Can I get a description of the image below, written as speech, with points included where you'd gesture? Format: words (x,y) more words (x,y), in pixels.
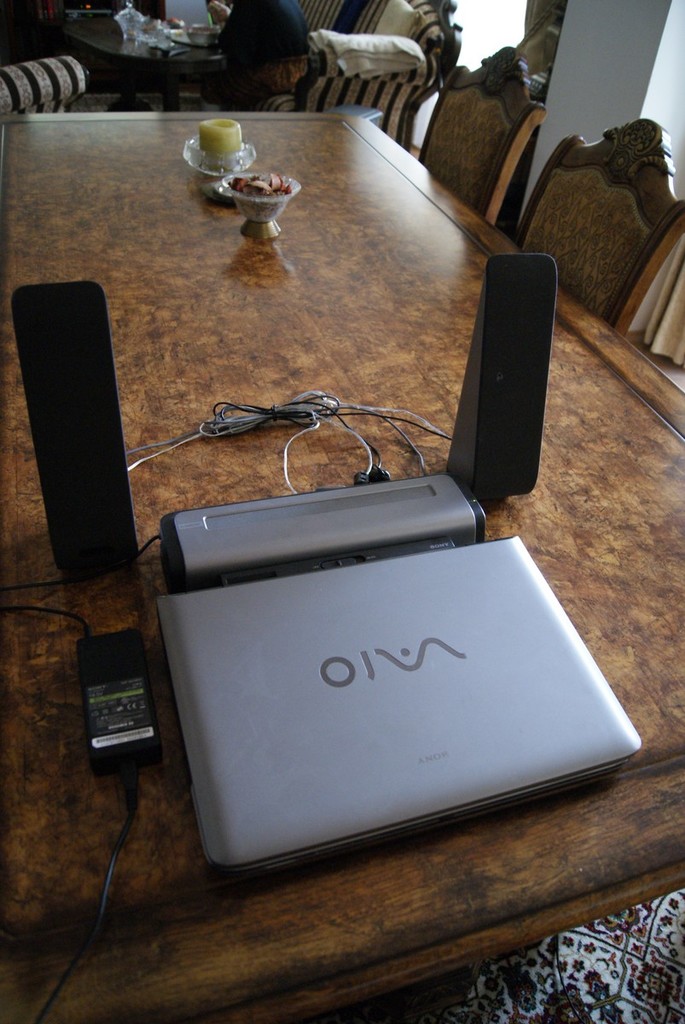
In this image there is a laptop (176,598) and two speakers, two bowls (272,193) are on the table (379,274) which are surrounded by few chairs (560,209). Behind the table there is a person (282,40) sitting on the sofa (341,93). Top of image (140,60) there is a table (165,58) having jar (122,20), bowl (195,37) and few objects (161,36) on it. Left side (19,104) there is a chair (77,82).
